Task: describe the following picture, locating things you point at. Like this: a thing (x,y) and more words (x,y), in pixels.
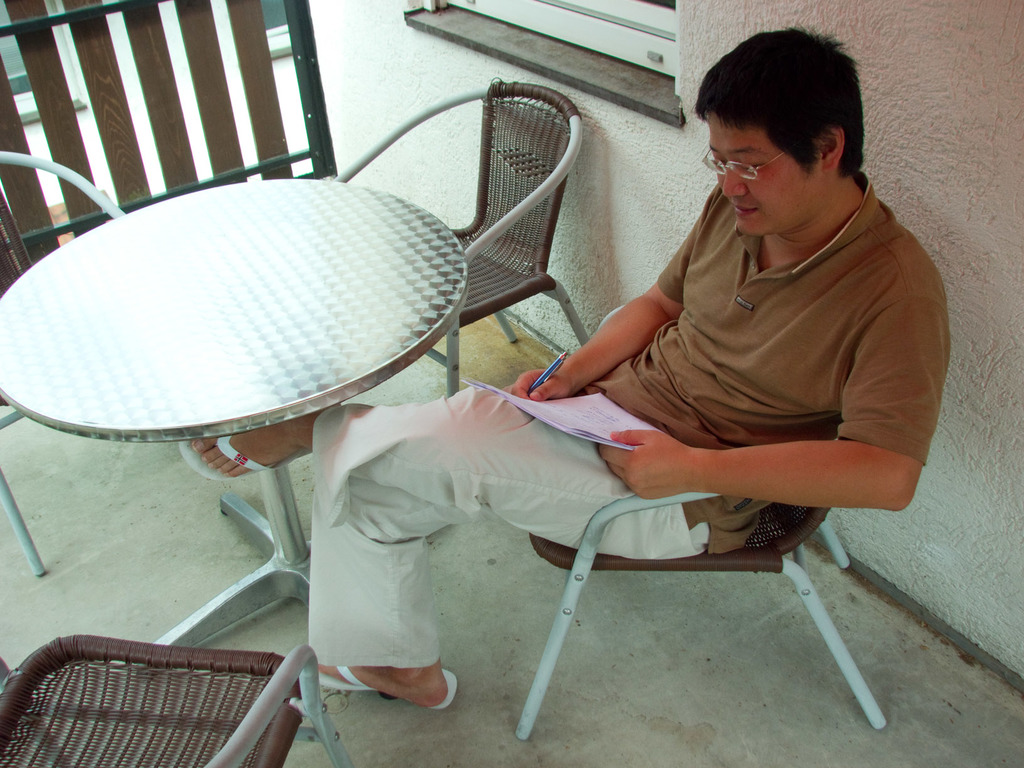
In this picture there is a man (690,393) who is sitting on the chair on the right side of the image (826,417), by holding a pen (560,364) and papers (552,418) in his hands (554,389) and there are chairs (86,699) and a table (274,211) in the image, there is a window (628,38) at the top side of the image (559,38) and there is a gate (231,113) in the top left side of the image (196,40).
